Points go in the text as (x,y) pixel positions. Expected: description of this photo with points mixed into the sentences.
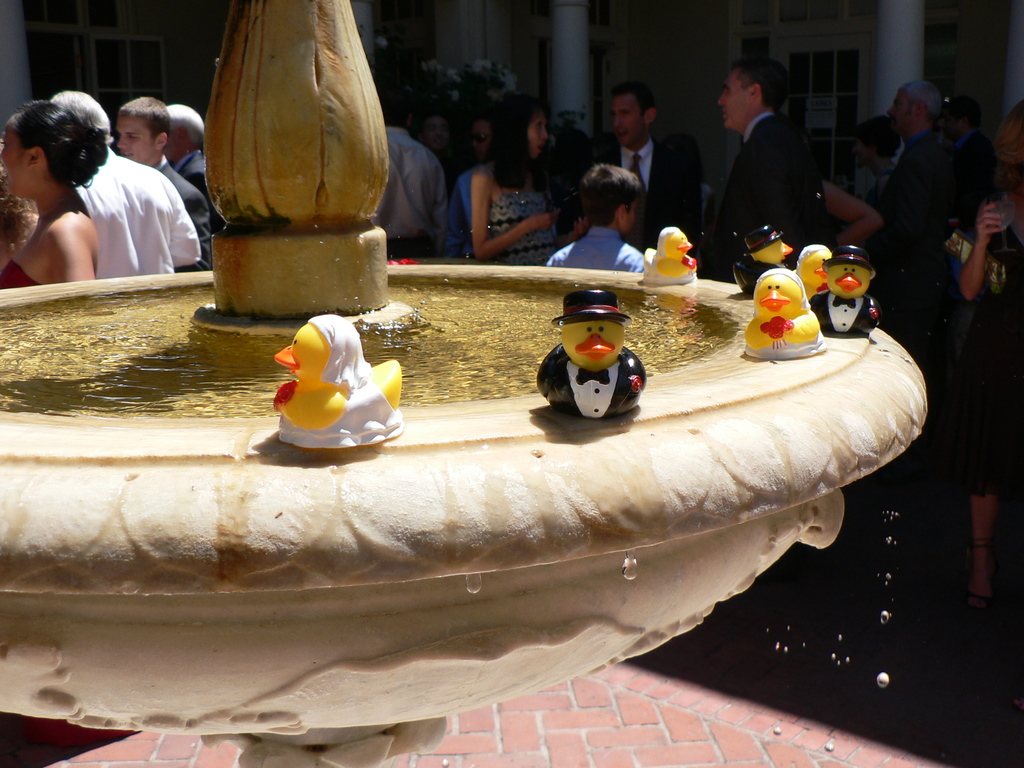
In this image we can see people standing on the floor (850,562). In the foreground (235,127) we can see fountain (418,358) and toys (605,368) placed on it.
